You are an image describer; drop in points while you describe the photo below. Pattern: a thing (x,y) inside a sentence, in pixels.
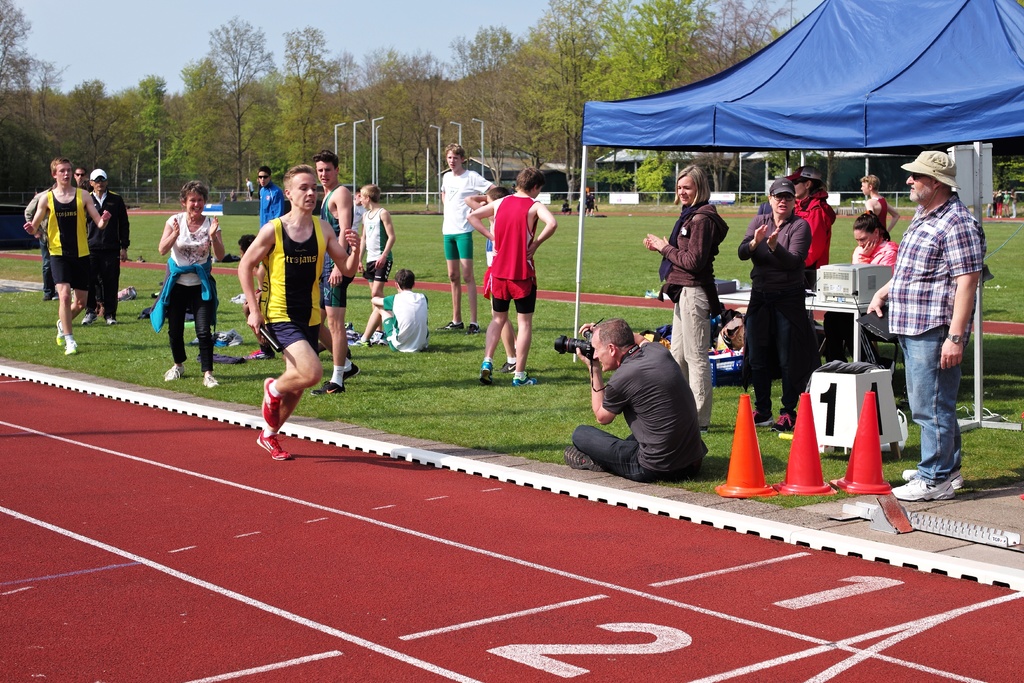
In this picture, we can see a few people (643,420), some are standing, a few are sitting and a few are holding some objects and we can see the run path (488,563), ground (970,446) with grass (778,467), and we can see some objects (898,436) on the ground (734,413) like chairs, sheds (997,135) and we can see some objects (871,288) on the table (840,307), we can see poles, trees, lights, houses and the sky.
